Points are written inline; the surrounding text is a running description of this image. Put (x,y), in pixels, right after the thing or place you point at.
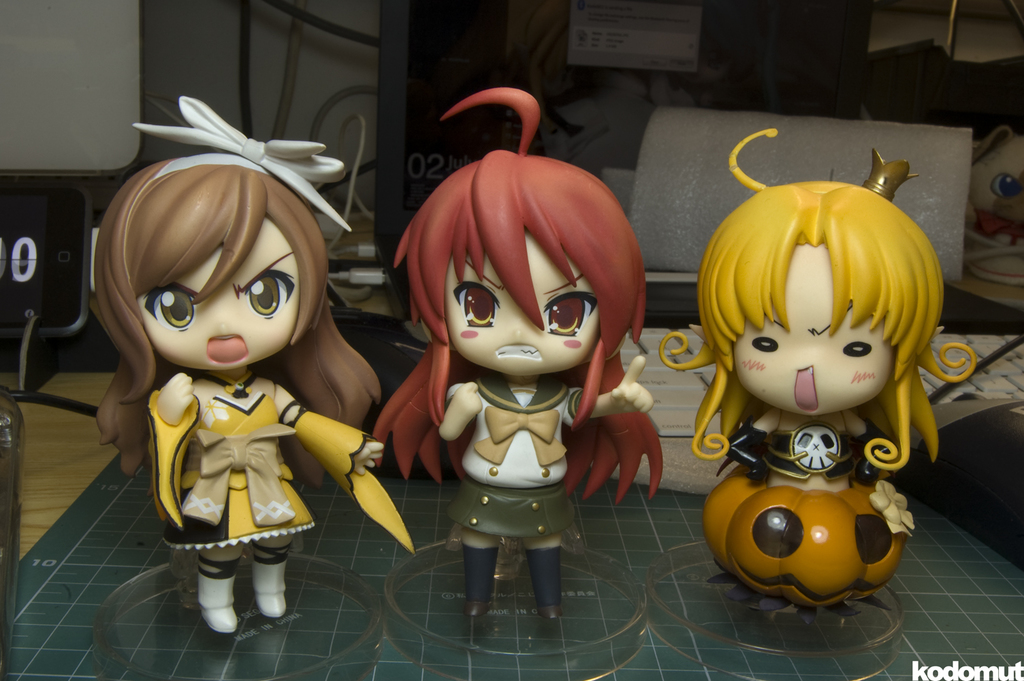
In the center of this picture (621,358) we can see the three dolls (389,425) standing on an object (571,623). In the background (239,116) we can see many other objects (831,128). On the right (907,256) there is a doll (826,358) standing on an object (823,541) and in the bottom right corner (974,675) we can see the text (975,668) on the image.
